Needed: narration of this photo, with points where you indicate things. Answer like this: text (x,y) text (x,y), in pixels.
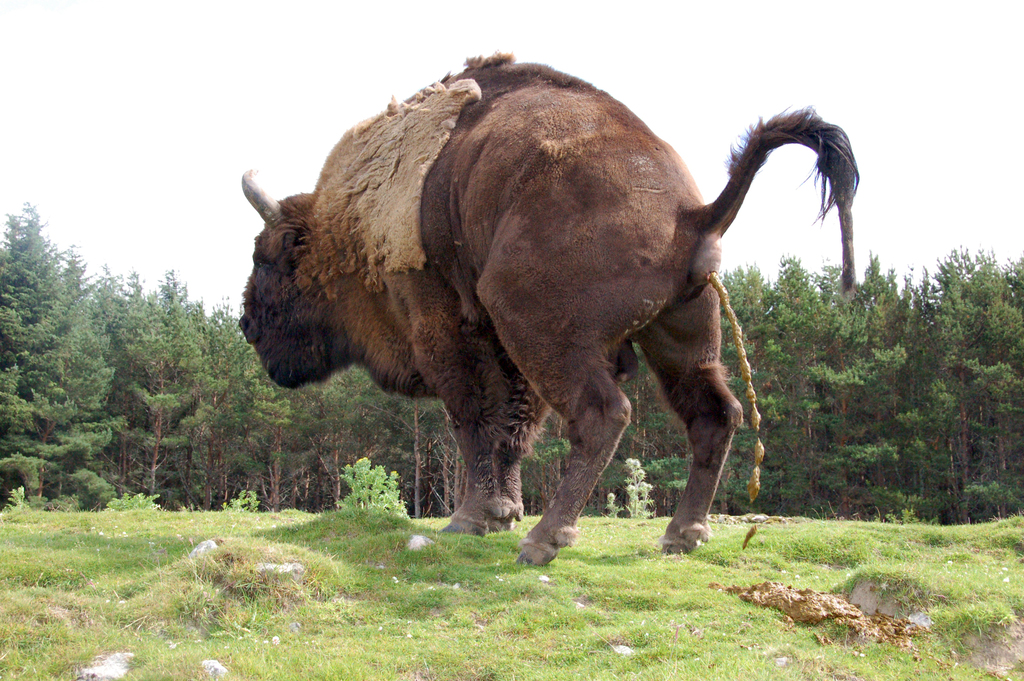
As we can see in the image, in the front (522,311) there is a animal (460,389) standing on grass (444,580). Behind the animal (488,371) there are lot of trees (193,411). On the top (225,88) there is a sky (247,100).
